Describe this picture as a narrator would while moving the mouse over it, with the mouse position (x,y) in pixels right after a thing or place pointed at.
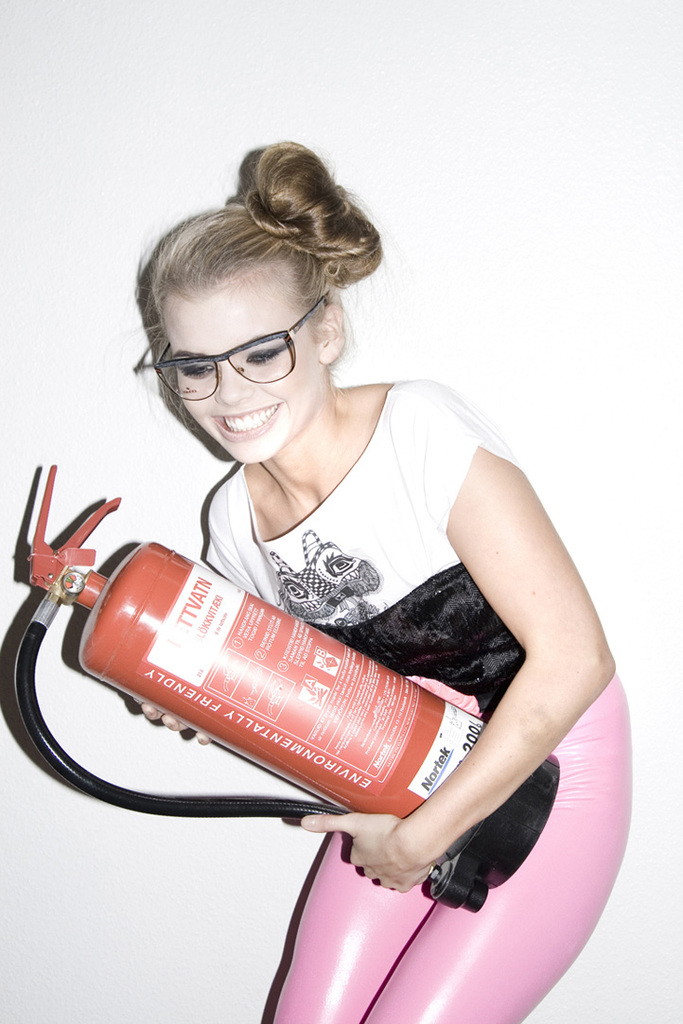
In this image there is one woman (320,490) who is wearing spectacles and she is holding a cylinder (156,614), and in the background (46,848) there is wall (74,95).
